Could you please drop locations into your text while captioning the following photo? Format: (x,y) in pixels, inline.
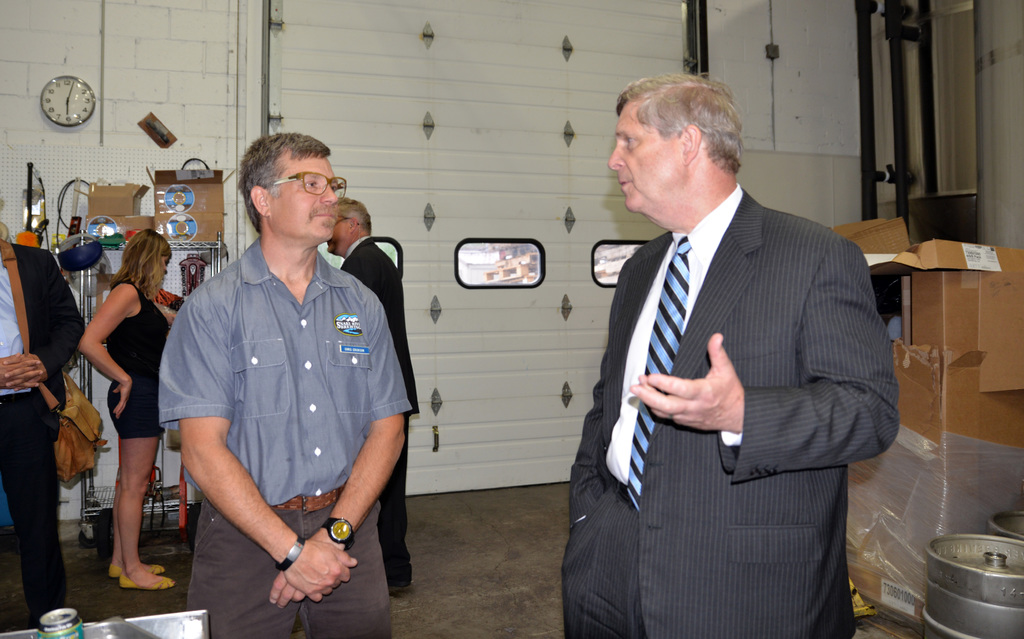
In this image in the center (382,405) there are two persons (880,443) who are standing, and in the background (39,366) there are some people (39,366). On the right side (937,378) there are some boxes (884,552) and some vessels (966,557). In the background (34,112) there is a wall (44,64), on the wall (208,115) there is one clock (49,109) and some pipes (102,66). On the left side (136,202) there are some boxes (118,205), poles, wires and some other objects (101,506). At the bottom (427,578) there is a floor (464,564).
